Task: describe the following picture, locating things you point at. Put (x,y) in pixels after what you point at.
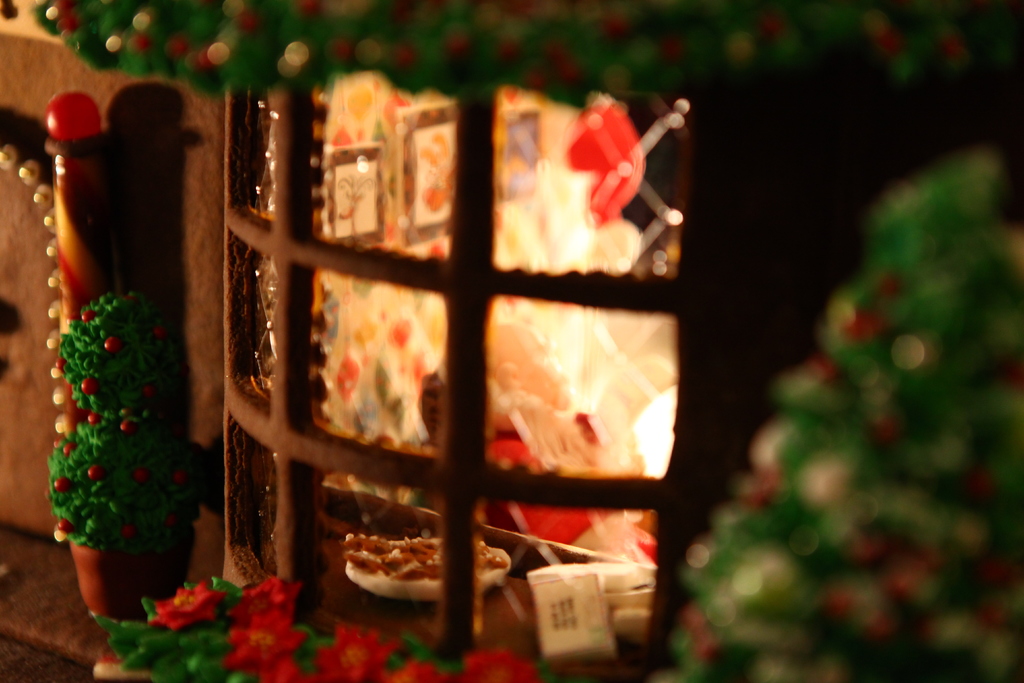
In this image there is a toy (313,386) truncated, there are trees (103,416), there is a flower pot (119,553), there is a tree (907,351) truncated towards the right of the image (917,385), there are flowers (265,630) truncated towards the bottom of the image (269,613), there are objects (588,614) on the surface (527,597).
